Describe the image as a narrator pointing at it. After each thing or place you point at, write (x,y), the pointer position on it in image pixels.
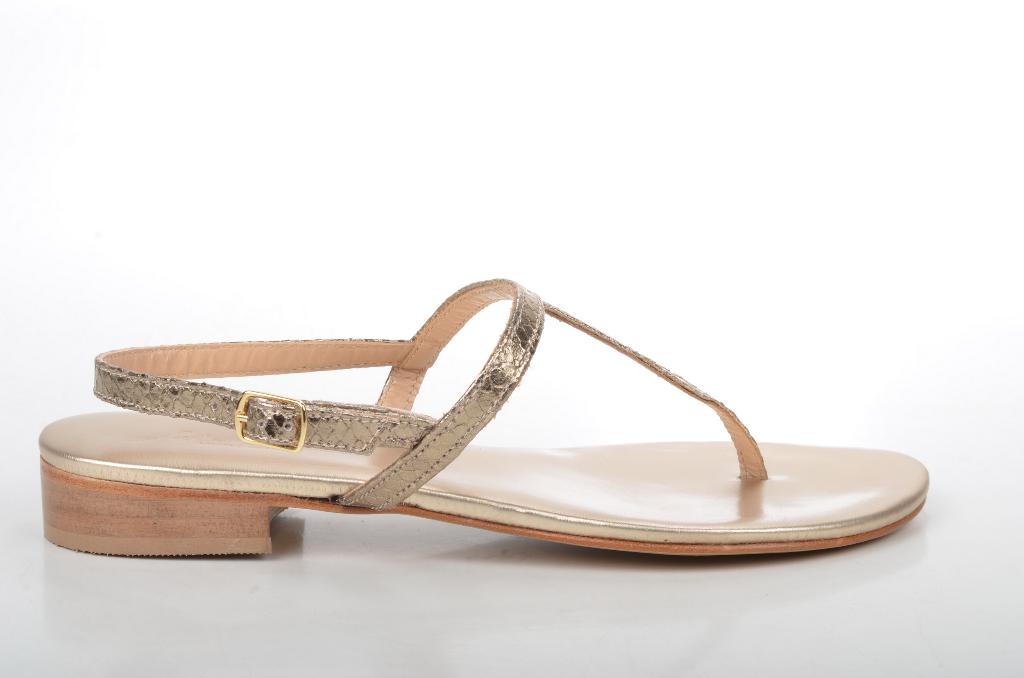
In this picture we can see a sandal (68,541) placed on a platform (531,581).
